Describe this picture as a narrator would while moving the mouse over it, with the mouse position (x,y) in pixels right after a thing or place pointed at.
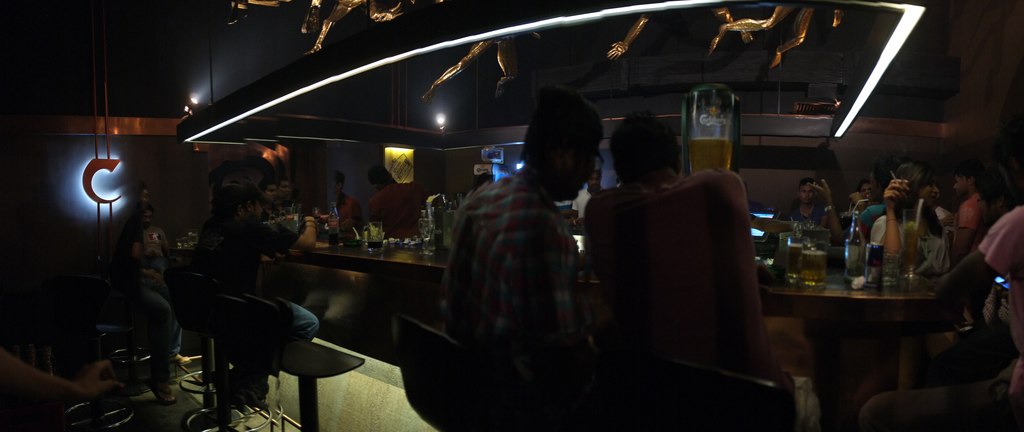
In this image we can see persons (171,356) sitting on the chairs (96,310), standing on the ground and tables (363,246) are placed in front of them. On the tables (339,247) we can see glass tumblers (810,261), beverage bottles (846,264), beverage tins (874,259) and cutlery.
